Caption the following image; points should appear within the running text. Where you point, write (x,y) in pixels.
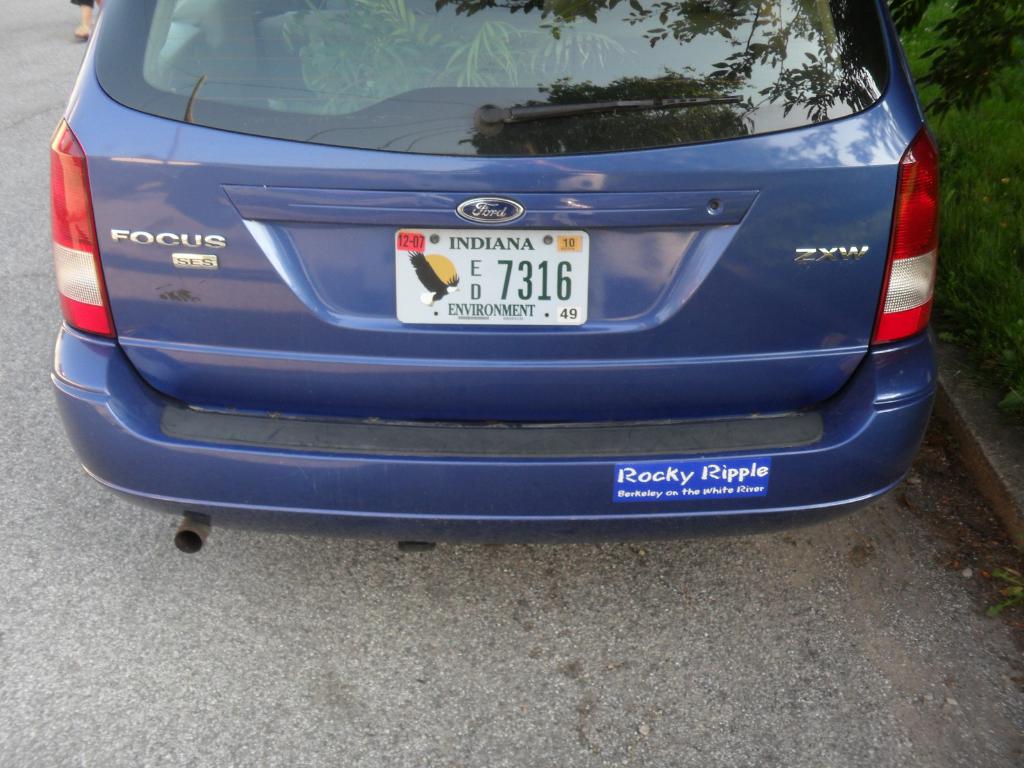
This picture is taken on the road (644,761). In this image, in the middle (415,304), we can see a car (334,12) which is in blue color. On the right side (1007,349), we can see some plants (1010,393). On the left side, we can see the leg (88,24) of a person (89,8). At the bottom (416,706), we can see a road (852,737).
